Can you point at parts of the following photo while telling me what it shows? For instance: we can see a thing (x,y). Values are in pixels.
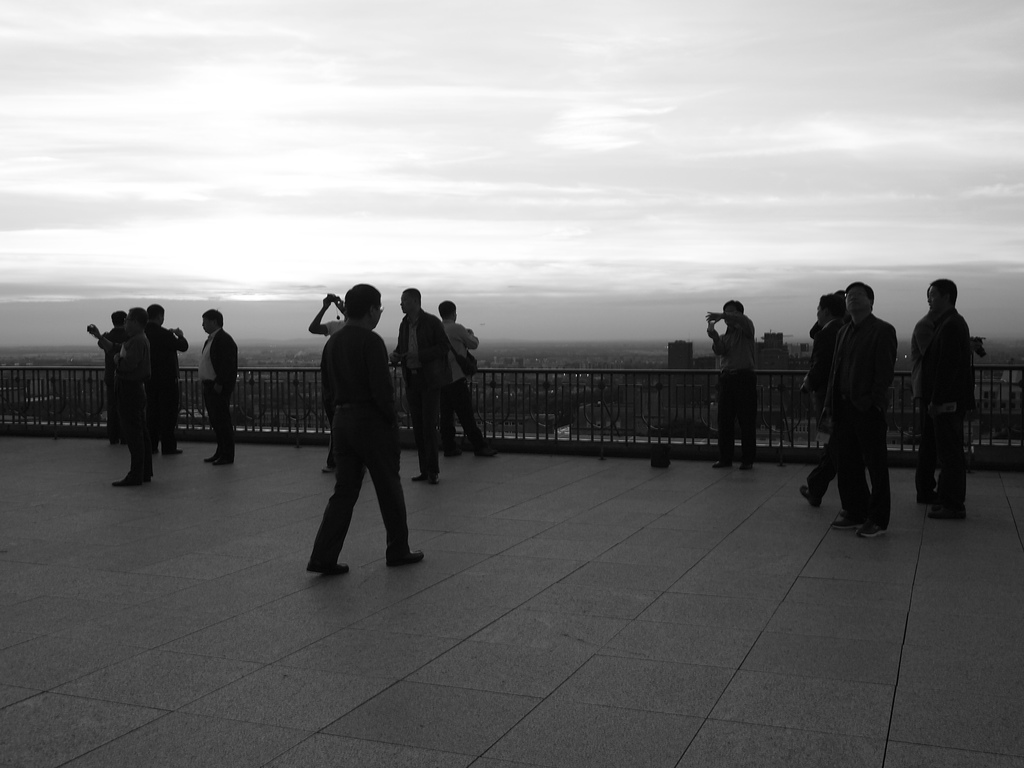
In this image I can see group of people (721,462) standing. Also there are iron grilles (708,414), buildings (778,353) and in the background (607,317) there is sky (607,317).
